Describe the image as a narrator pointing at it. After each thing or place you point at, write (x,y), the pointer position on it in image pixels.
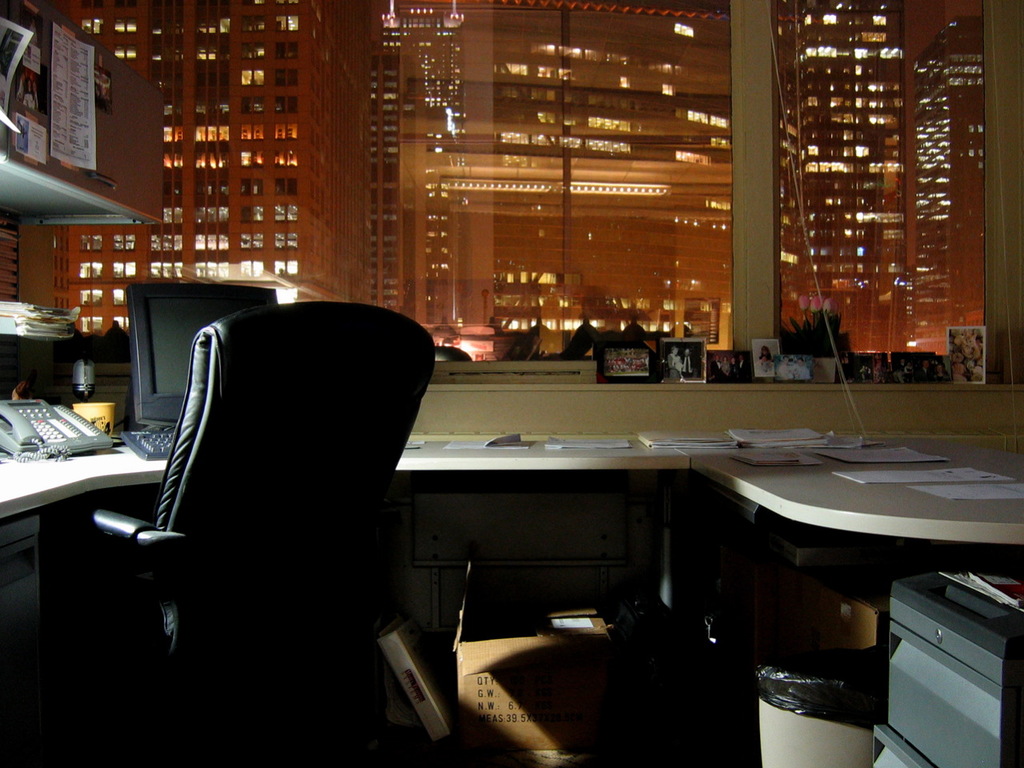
In this picture we can see a computer (178,362), keyboard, telephone (71,439), papers (603,443) and other things (648,443) on a white desk (11,475). There is a chair (258,641). We can see a few boxes (551,711), a black sheet (802,686) on a dustbin (868,738) and other objects (976,683) are visible on the ground (440,756). We can see a few things (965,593) on a desk (475,457) visible on the right side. There are some papers (57,145) and stickers (6,97) on a wooden object (29,190). There are a few frames (627,361) visible on the shelf (943,386). We can see a glass object (385,258). Through this glass object (343,278), we can see some lights (864,151) in the buildings (722,280).
